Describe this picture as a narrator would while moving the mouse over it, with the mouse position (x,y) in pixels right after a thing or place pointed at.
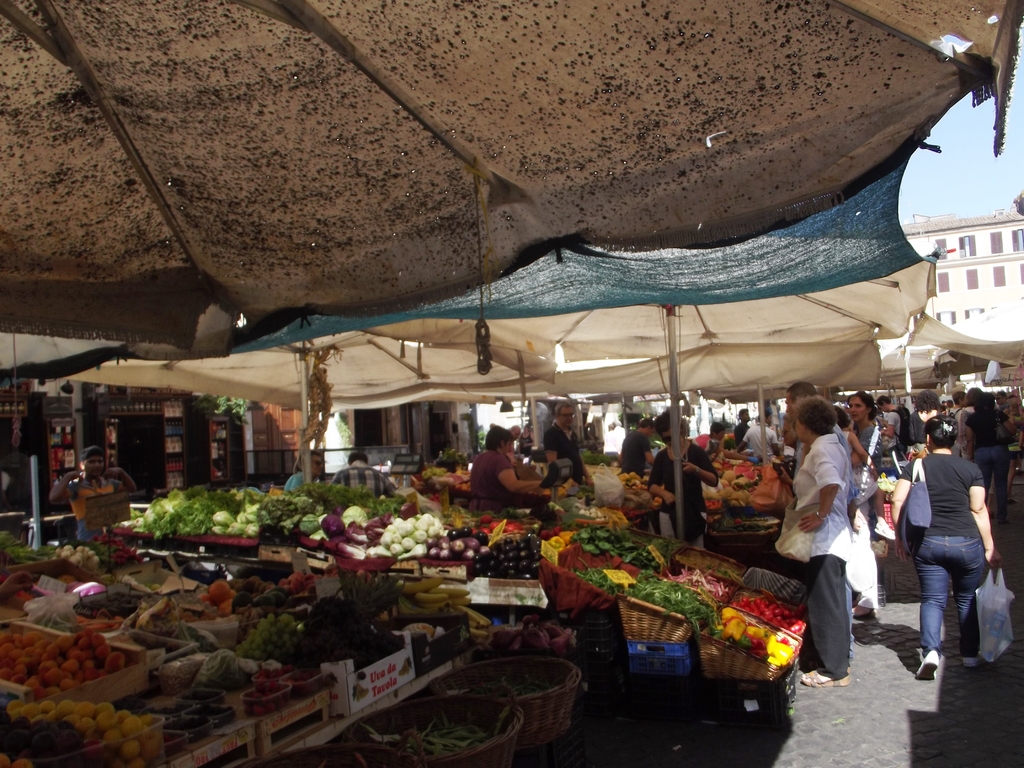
This picture is clicked in the vegetable market (736,515). In this image there are tents (446,253) under which there are vegetables (415,549). On the right side (868,433) there are few people (841,467) standing near the stalls (723,513) and buying the vegetables (743,531), while some people (958,499) are walking on the road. In the background (979,275) there are buildings (980,237). At the top (983,141) there is the sky (983,138). There are different kind of vegetables (395,499) under the tent (722,361).
